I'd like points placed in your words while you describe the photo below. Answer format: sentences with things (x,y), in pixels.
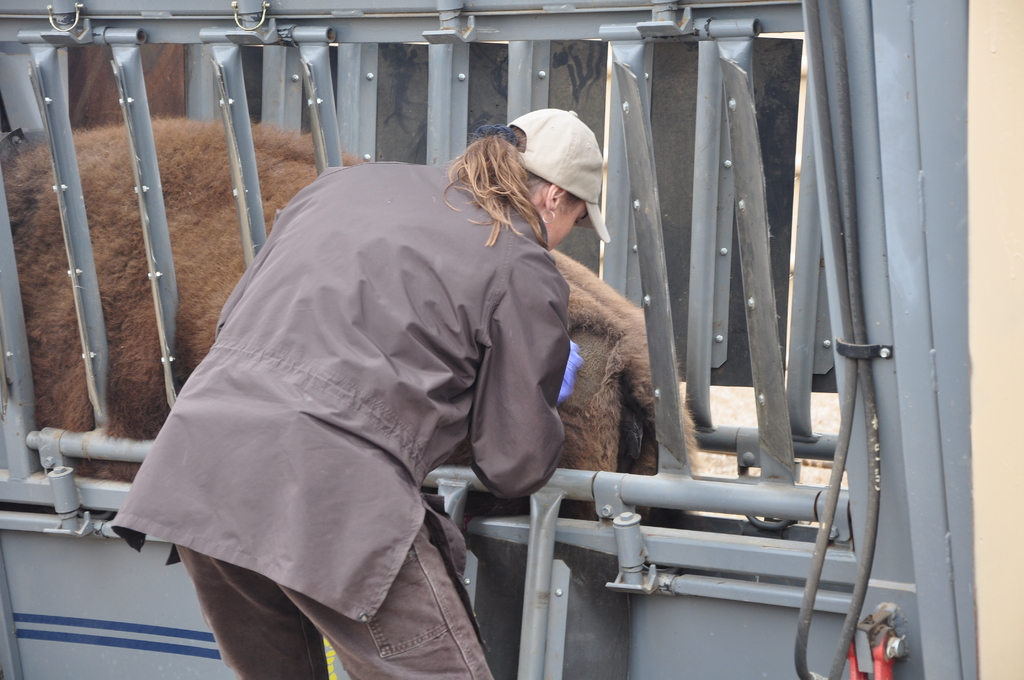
In this image there is a person (364,600), animal (21,153), rods (702,258) and objects (175,606). Person (412,349) wore a cap (550,181).
